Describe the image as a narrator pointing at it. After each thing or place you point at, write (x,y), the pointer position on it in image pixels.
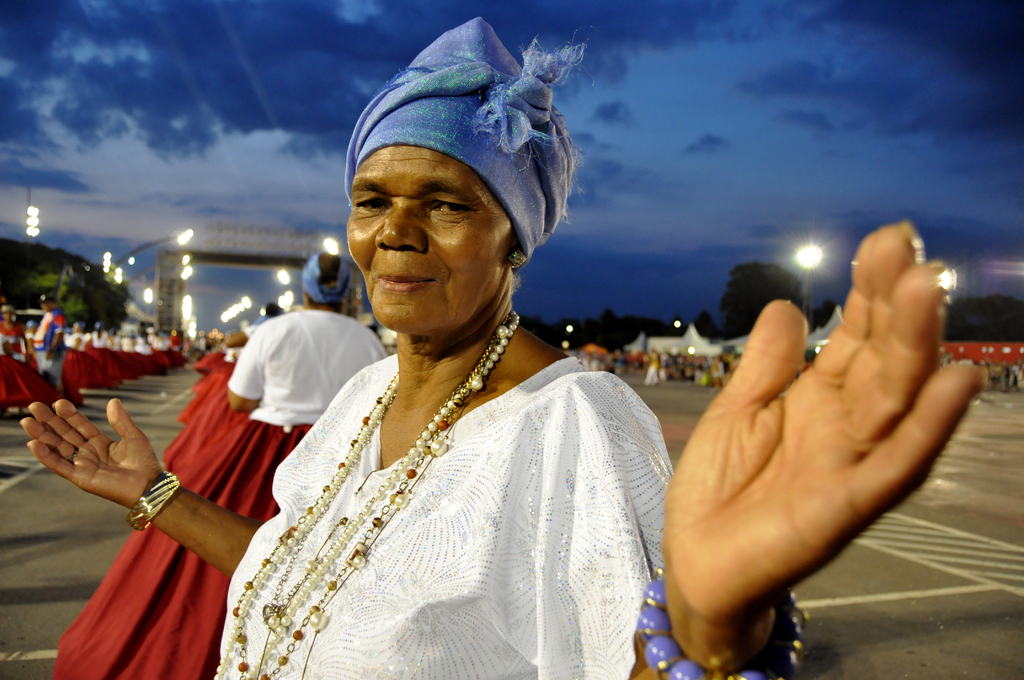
In the center of the image (550,353) there is a lady (420,129) wearing a turban (448,92). In the background of the image (323,243) there is a arch (284,260). There are light poles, trees (55,284). There are people (233,341). At the top of the image (256,99) there is sky (256,99). At the bottom of the image (900,611) there is road (871,612).
